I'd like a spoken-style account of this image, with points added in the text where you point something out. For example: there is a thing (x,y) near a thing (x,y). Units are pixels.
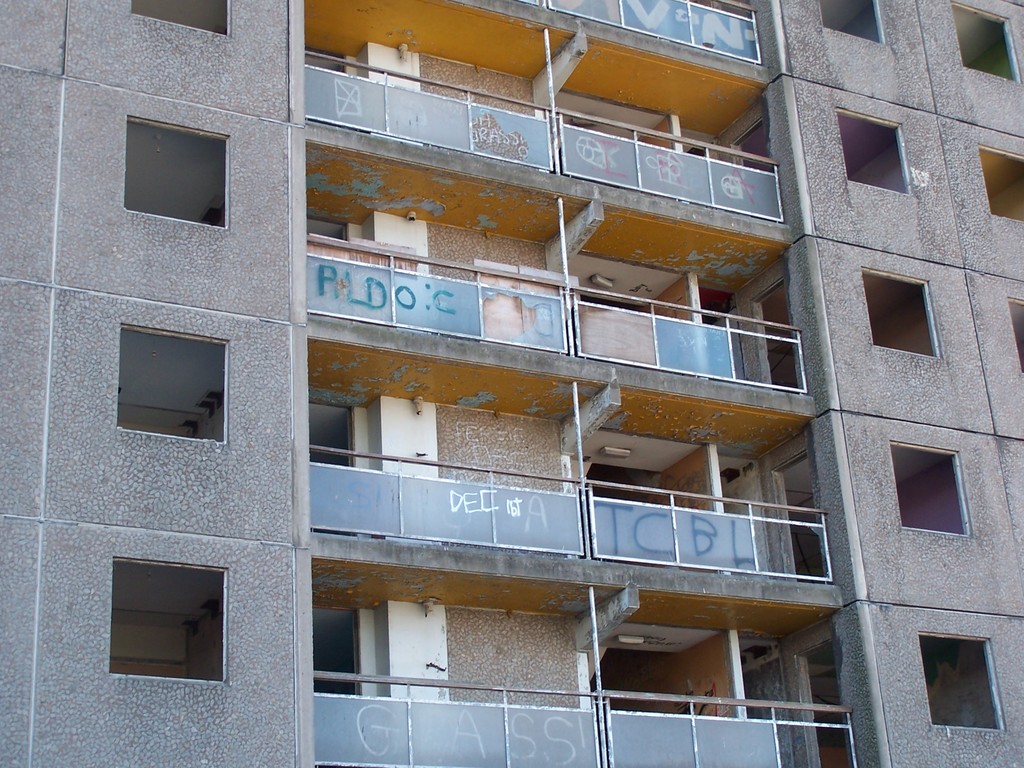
This image is taken outdoors. In this image there is a building (858,540) with walls (850,226), windows (163,345), railings (500,473) and balconies (466,143).
